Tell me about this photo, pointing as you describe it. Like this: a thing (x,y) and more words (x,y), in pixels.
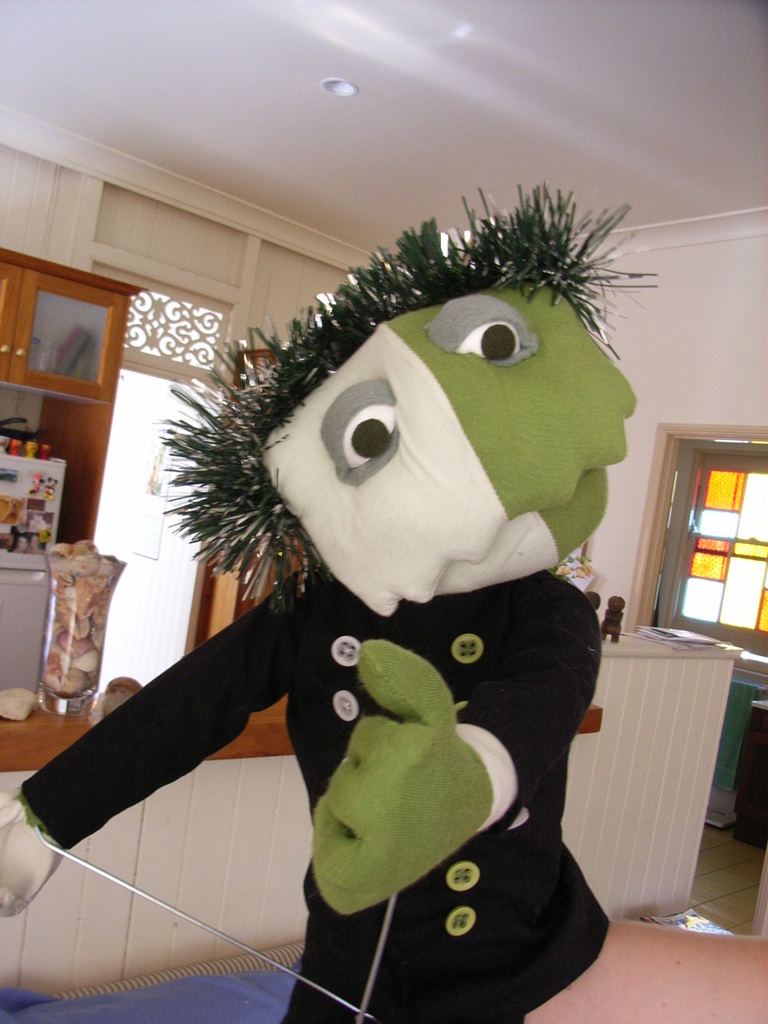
In this picture we can see a toy (215,684), jar (78,625), cupboards (54,355) and some objects (585,577) and in the background (676,284) we can see wall (669,291).
